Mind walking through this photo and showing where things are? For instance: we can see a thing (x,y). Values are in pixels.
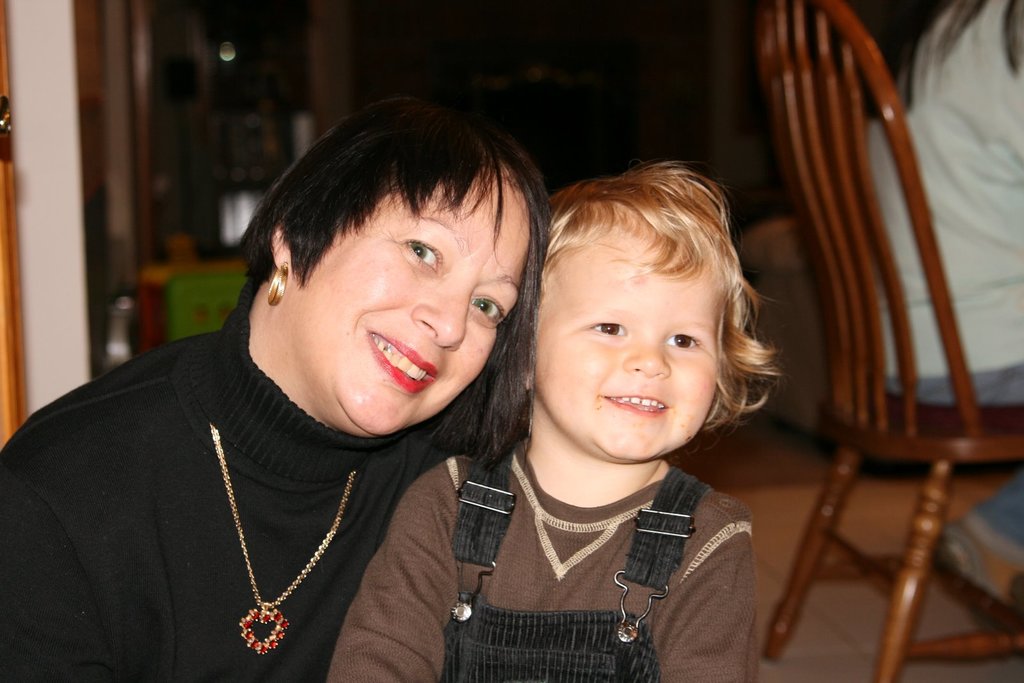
In this image I can see the two people (368,428) are smiling. To the right (980,236) there is a person (984,255) sitting on the chair (923,454).
